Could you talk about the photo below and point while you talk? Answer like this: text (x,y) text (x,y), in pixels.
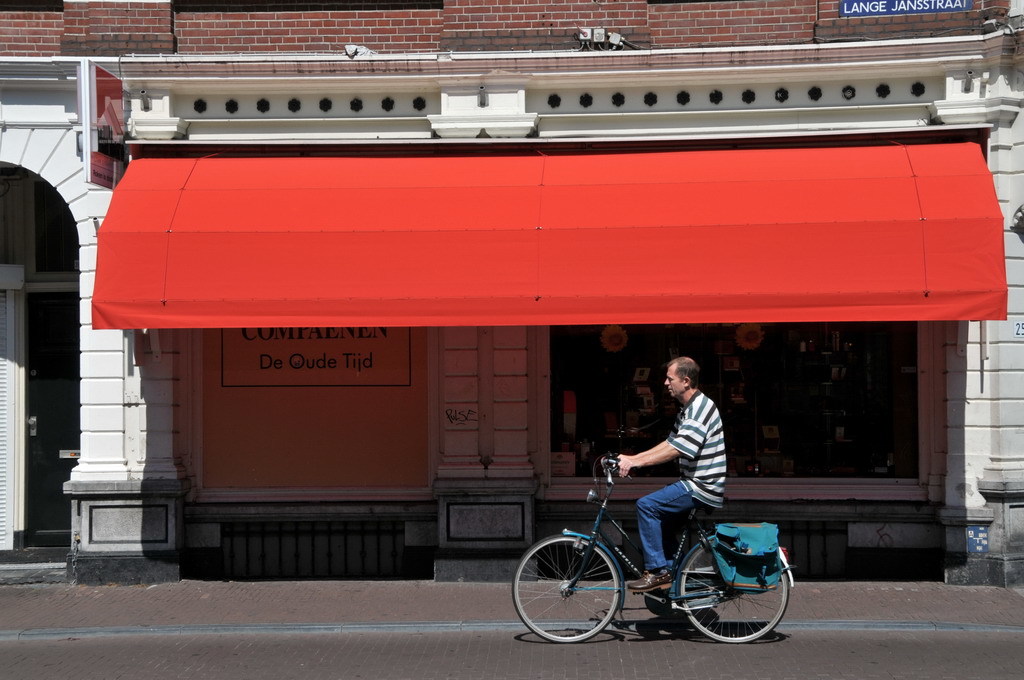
In this picture a guy (667,488) is riding a bicycle (699,619) and in the background (627,512) we observe a shop (564,513) with red color tent (505,253) on top of it.
